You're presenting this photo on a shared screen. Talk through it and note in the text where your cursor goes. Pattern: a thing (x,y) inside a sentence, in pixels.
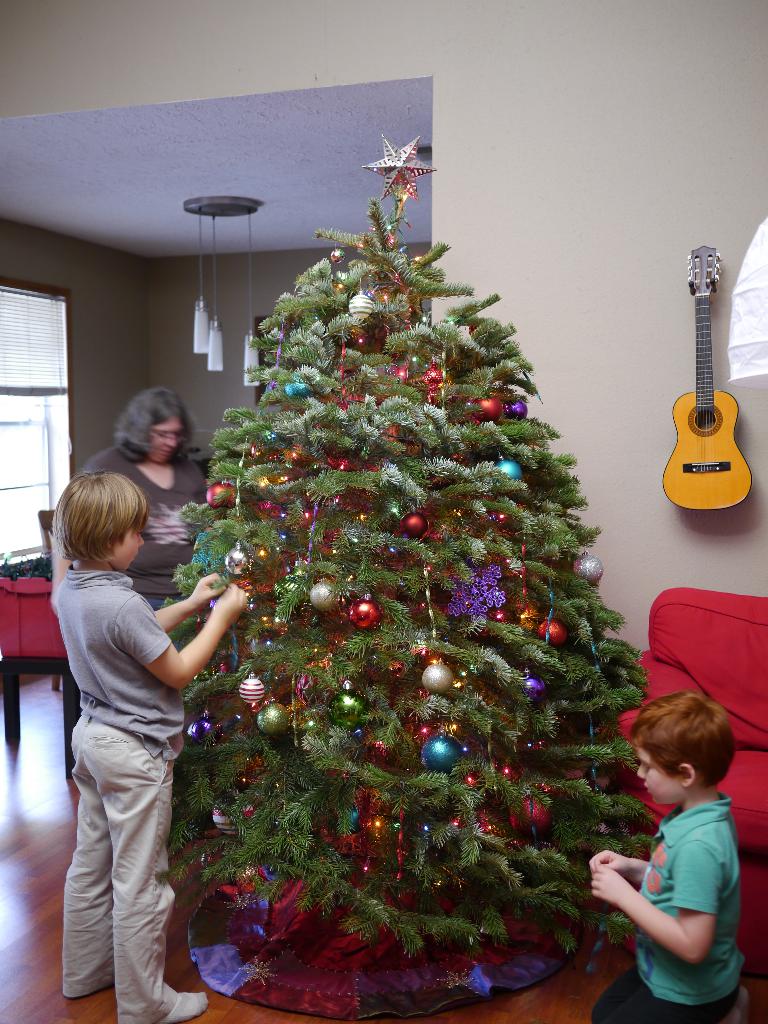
Here we can see a Christmas tree (356,649) and one kid (156,657) is standing and one kid (664,846) is kneeling in front of the tree (388,774) and there is a lady (176,473) standing at the back side (159,441) and the right side of the wall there is a guitar (716,398) placed and at the left side (51,347) there is a window (52,364).
